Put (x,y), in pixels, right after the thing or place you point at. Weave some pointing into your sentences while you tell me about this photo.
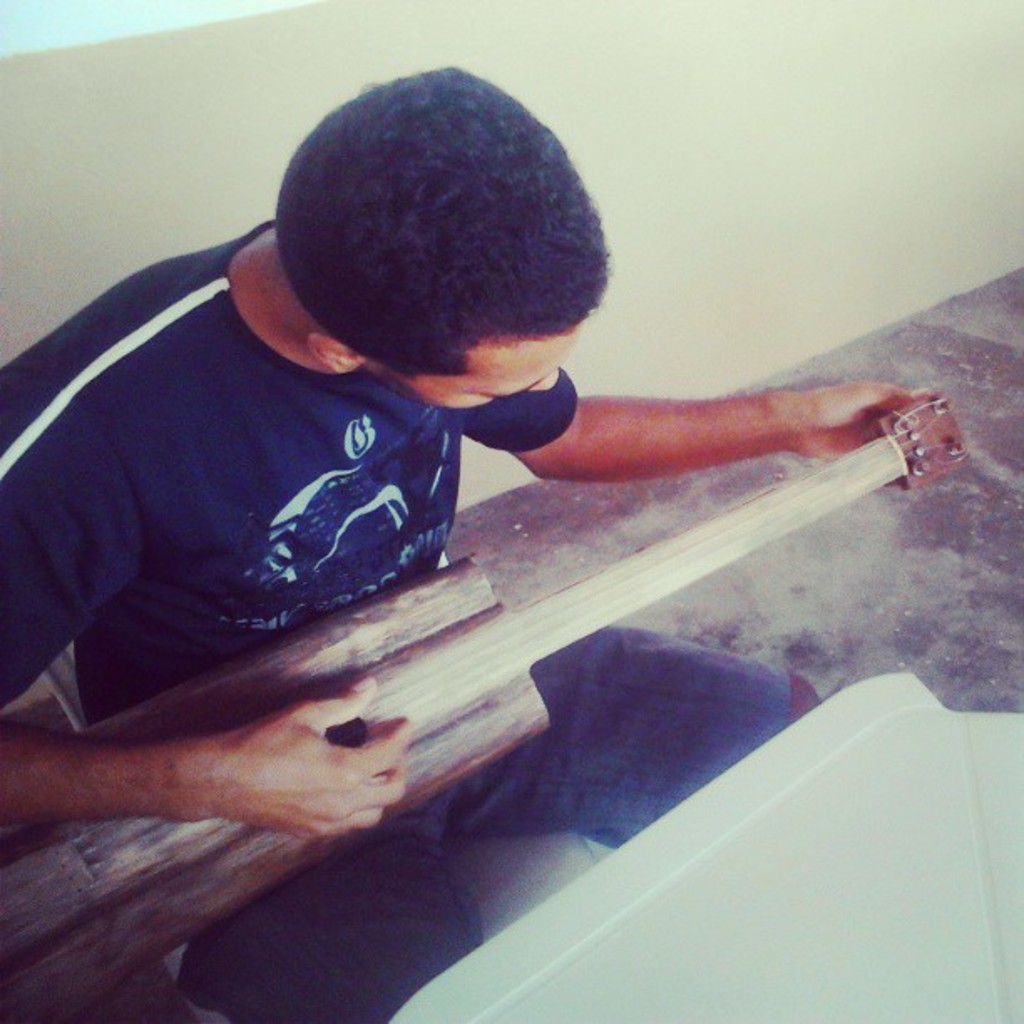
In the image we can see a person (349,784) sitting, wearing clothes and holding a musical instrument (373,713) in his hands (325,720). Here we can see the floor (775,637) and the wall (725,127).
